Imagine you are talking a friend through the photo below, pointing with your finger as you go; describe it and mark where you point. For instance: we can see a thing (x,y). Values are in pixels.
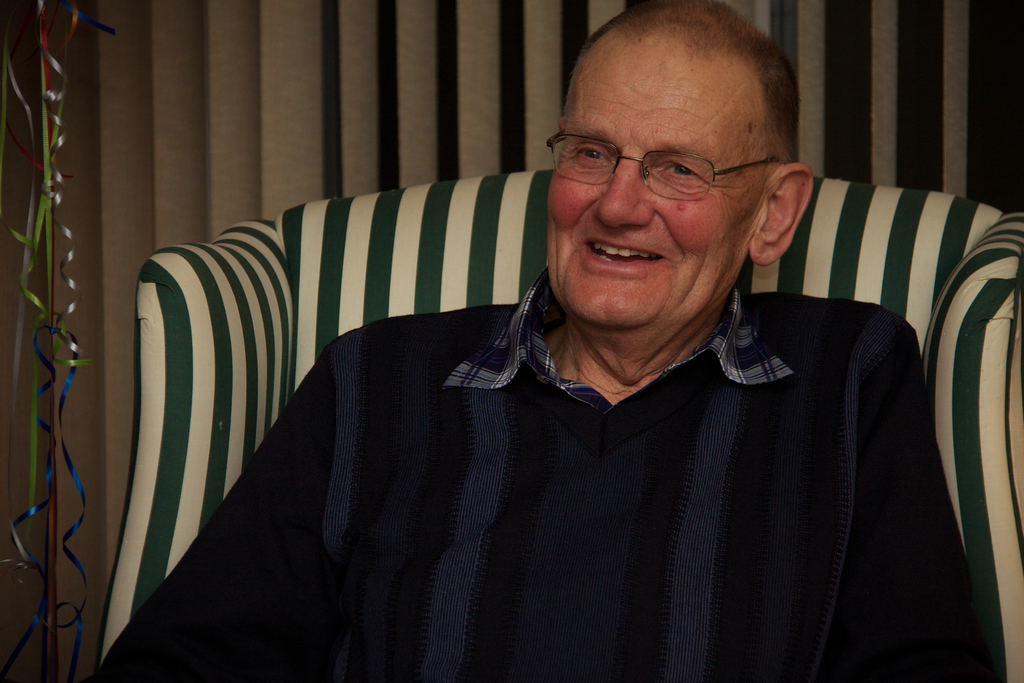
In this image there is a man (607,423) sitting and smiling, there is a couch (284,297), there is an object (34,512) truncated towards the left of the image (61,615), there is a wall (366,86).
